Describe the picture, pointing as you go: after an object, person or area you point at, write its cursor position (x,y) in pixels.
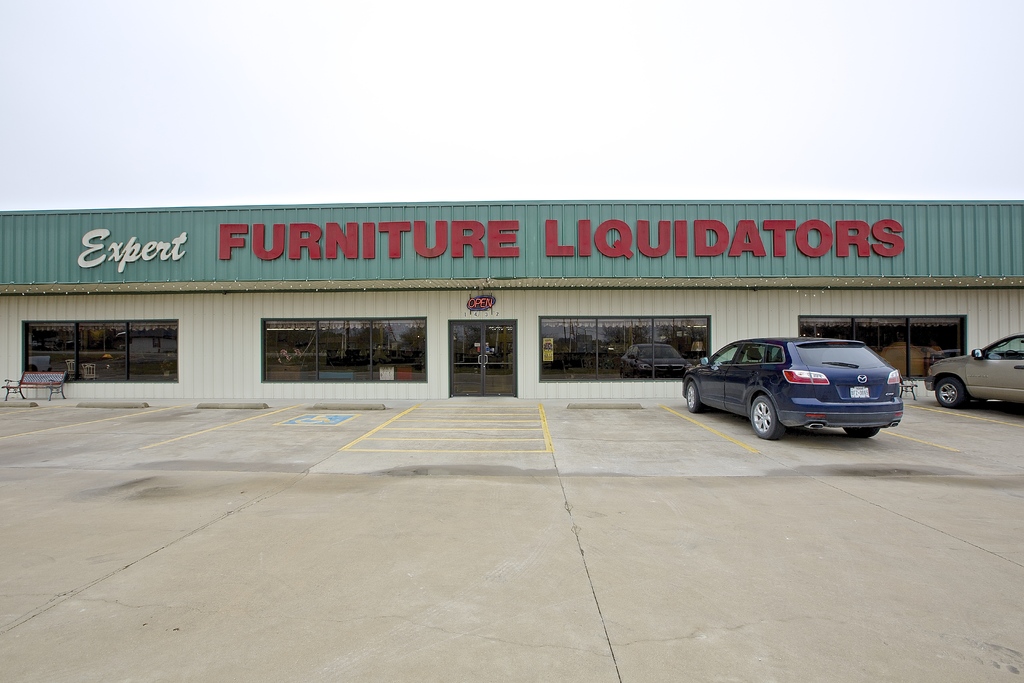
In this image I can see the ground (523,544), a car (858,393) which is blue in color and another car (931,387) which is grey in color on the ground (991,410), a bench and a huge shed (169,309) which is made up of metal (240,307) which is cream and green in color and few glass windows (373,349). In the background (604,126) I can see the sky (394,107).
